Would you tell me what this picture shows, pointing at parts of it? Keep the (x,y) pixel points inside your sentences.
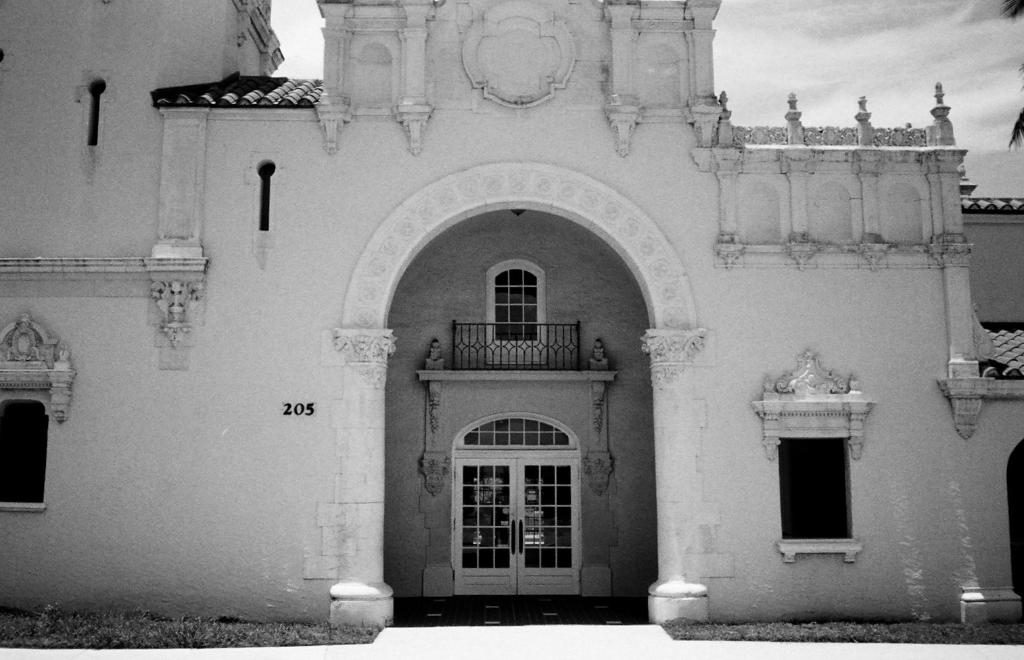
In the center of the image (526,425) there is a door (548,547). There are windows (830,459). There are numbers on the building (472,373). There is grass (752,638) on the surface (30,656). On the right side of the image (1011,133) there is a tree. In the background of the image (908,48) there is sky (869,52).
